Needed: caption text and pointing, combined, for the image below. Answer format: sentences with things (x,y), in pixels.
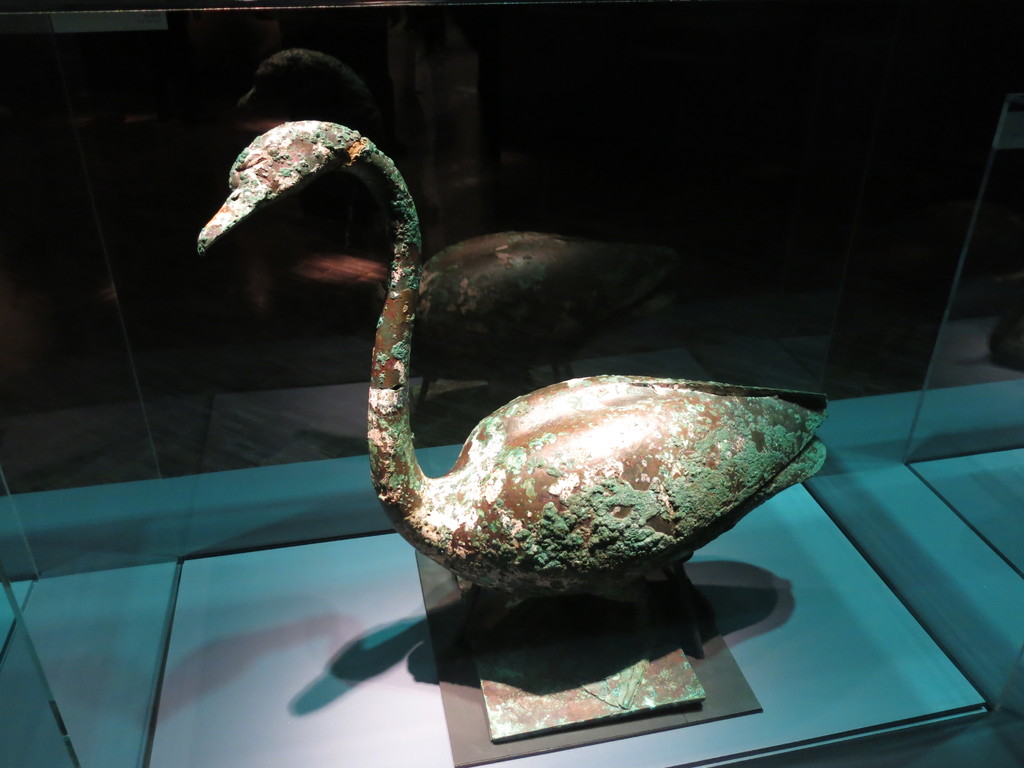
Here we can see an ancient bird sculpture (693,455) on a platform (358,647) in a glass box (420,407).
